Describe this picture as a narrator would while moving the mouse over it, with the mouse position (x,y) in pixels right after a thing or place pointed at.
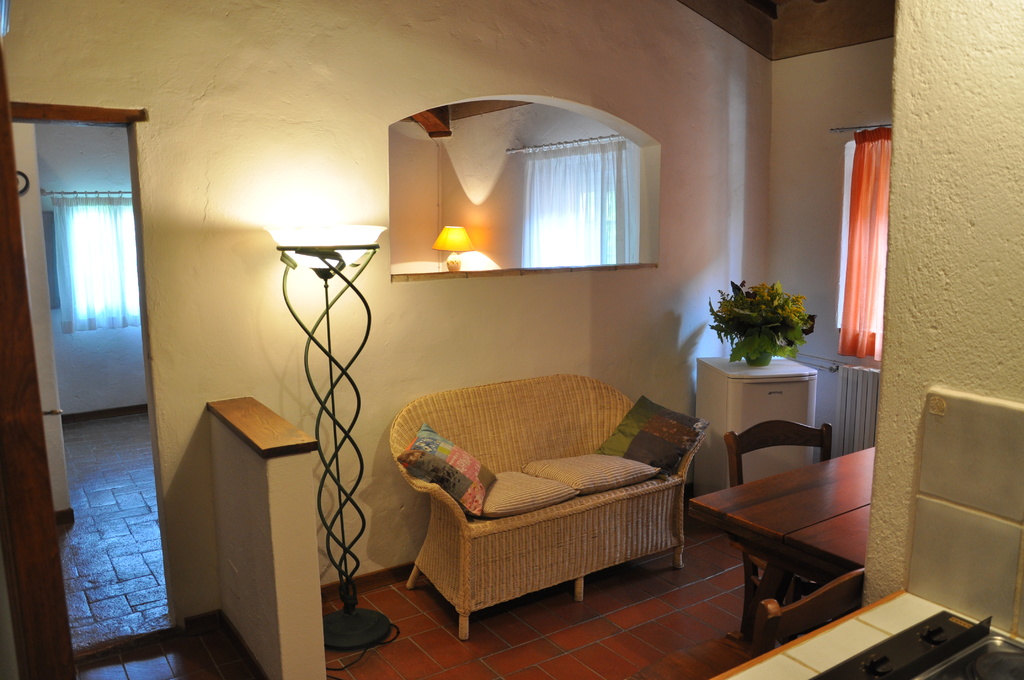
in the picture we can see the living room (546,373), here we can also see some curtains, lamps (460,240), table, chair (751,438), sofas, cushions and house plant (755,346).
